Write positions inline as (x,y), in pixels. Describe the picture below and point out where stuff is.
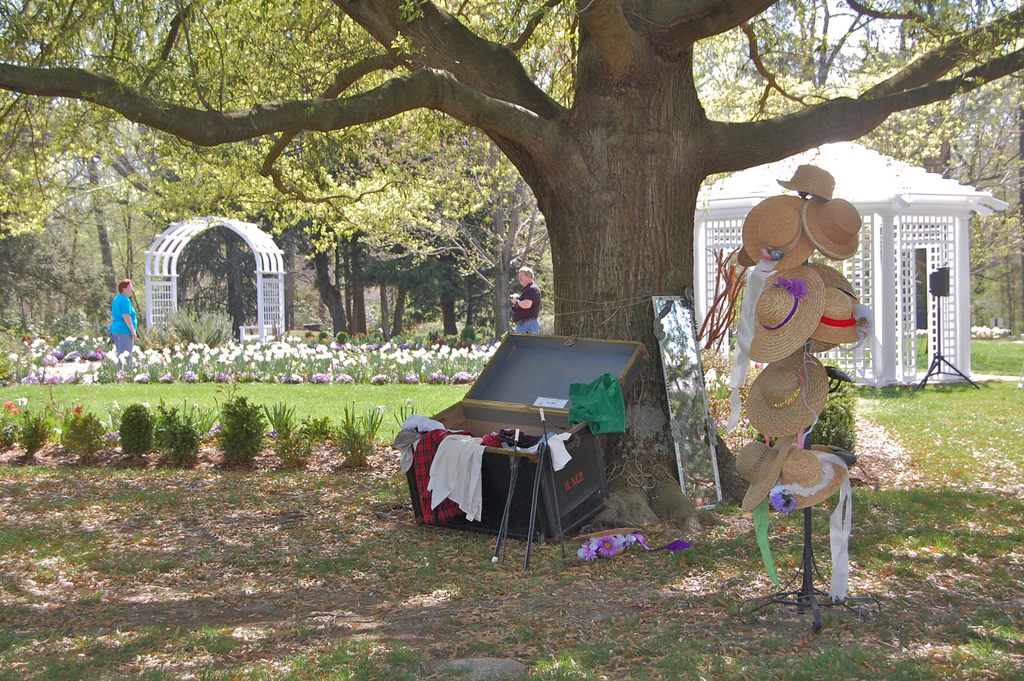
In the foreground of the picture (271,576) we can see plants (20,430), caps (813,181), box (577,444), clothes (567,452), dry leaves (388,566), grass (508,594) and various things (684,490). In the middle of the picture (657,415) there are trees (309,219), plants (391,366), grass (996,346), flowers (268,351), people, construction (866,214), stand (779,295) and other objects (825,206). In the background (734,49) there is sky (836,21) and mostly there are trees (400,270).
